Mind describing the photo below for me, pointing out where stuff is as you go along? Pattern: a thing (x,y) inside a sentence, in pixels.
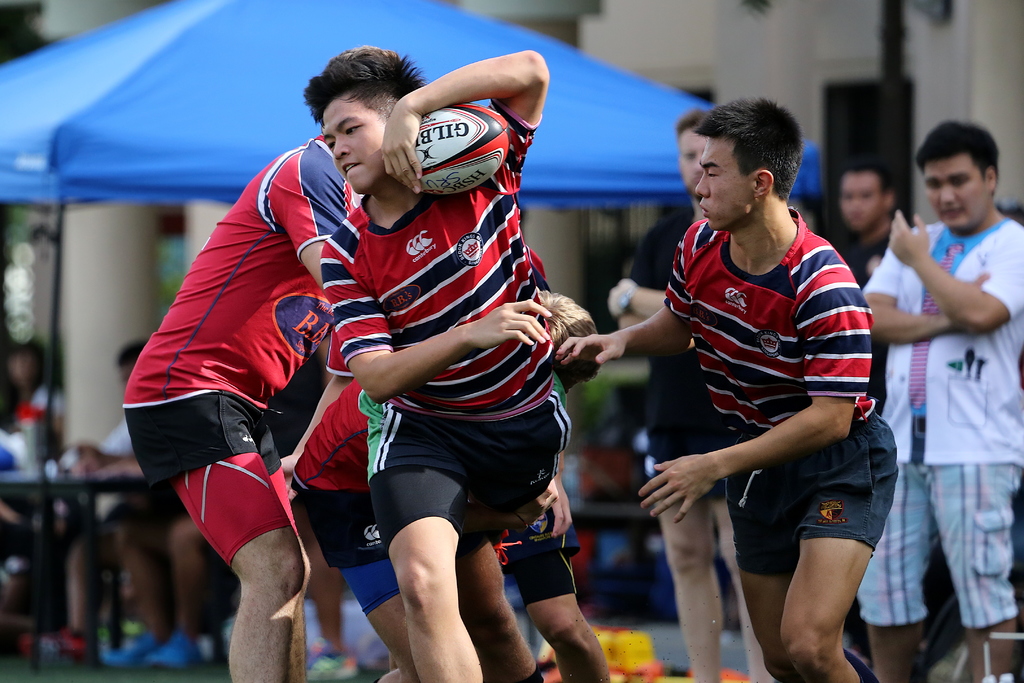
This picture is taken in the ground (656,637), There are some people (840,487) playing a game, In the middle (431,304) there is a boy (429,317) holding a ball (443,169), In the background (970,398) there are some people (986,352) standing and watching the game there is a blue color tent (165,71) in the background (160,105).
